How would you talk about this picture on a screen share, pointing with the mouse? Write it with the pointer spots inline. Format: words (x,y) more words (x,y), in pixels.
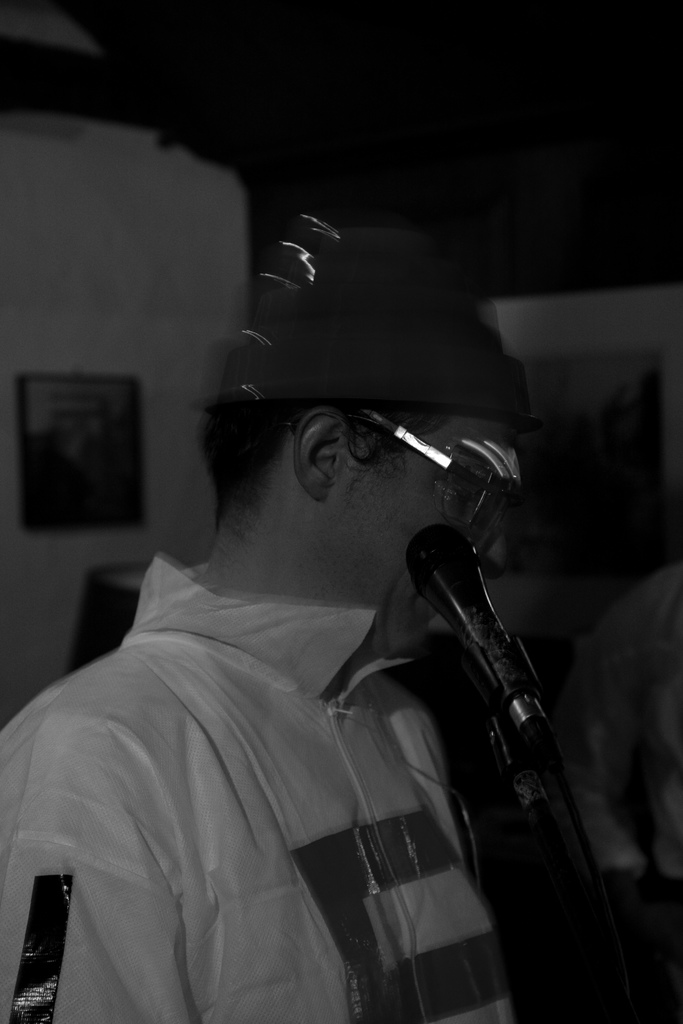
In this image I can see a person (372,656) standing. There is a microphone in front of him. There is a photo frame (108,422) at the back (133,521). This is a black and white image.
